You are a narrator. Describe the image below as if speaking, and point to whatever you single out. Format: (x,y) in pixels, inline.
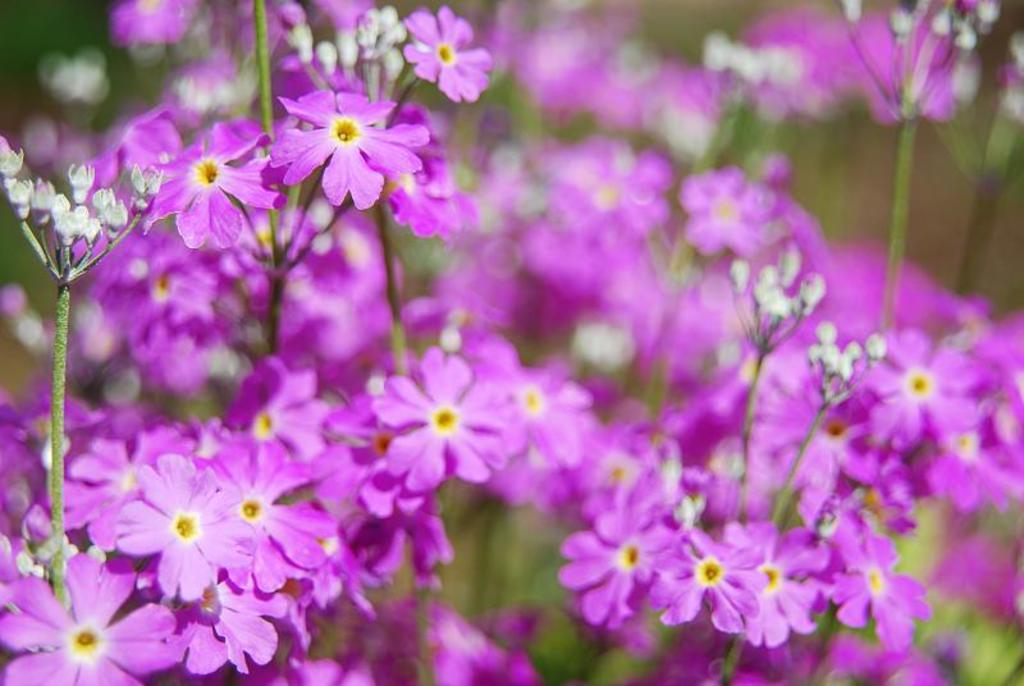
In this image we can see the flowers (359,357), buds (325,62) and blur background (487,508).
